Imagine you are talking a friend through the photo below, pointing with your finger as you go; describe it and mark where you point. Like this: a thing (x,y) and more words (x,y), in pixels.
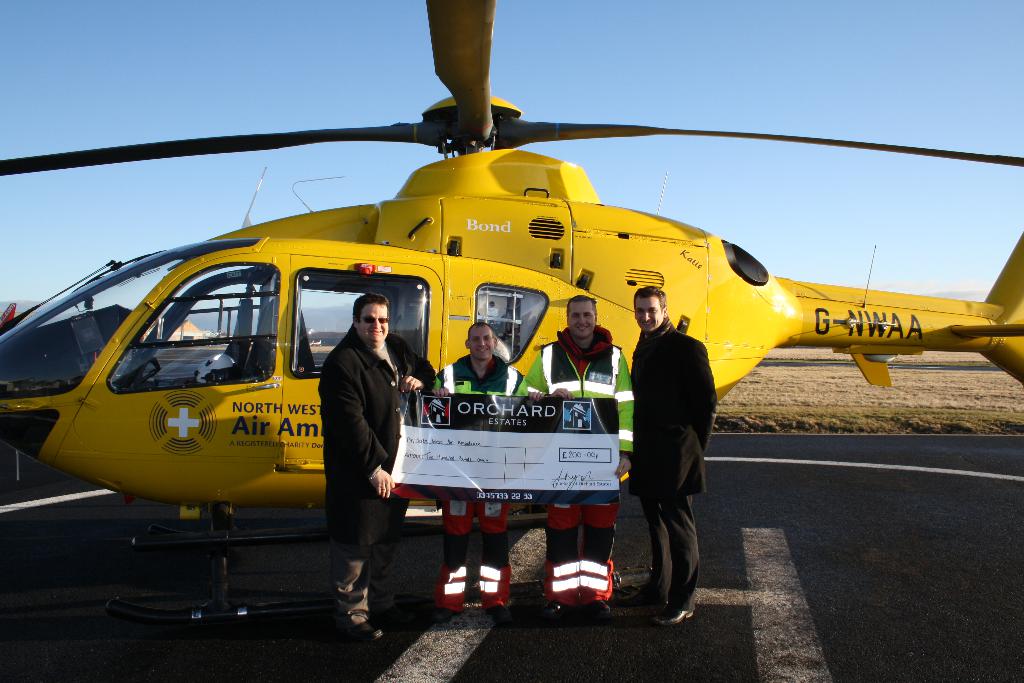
In this picture there are four persons (561,565) standing and holding a cheque (479,456) in their hands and there is a yellow color helicopter (499,287) behind them.
